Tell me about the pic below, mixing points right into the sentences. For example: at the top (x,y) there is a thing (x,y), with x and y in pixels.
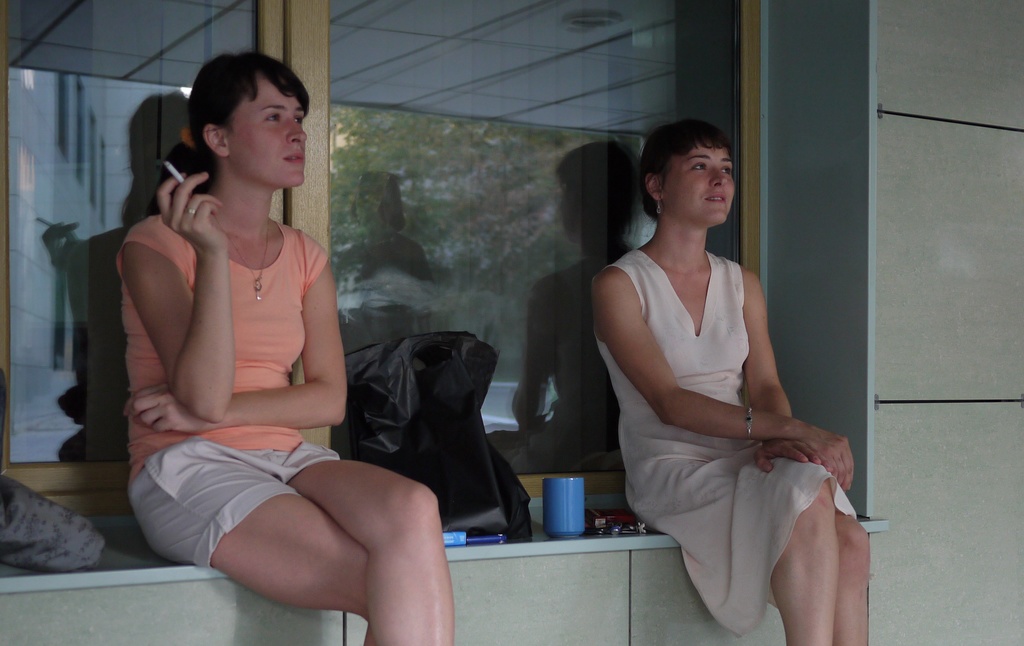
In this image I can see two women (403,563) are sitting on the window (560,541). I can see a cup (570,515), a black colored cover (467,464) and few objects (46,521) beside the person's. I can see the wall (940,252) and the glass window (470,240) on which I can see the reflection (440,240) of few trees (448,246), few buildings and the sky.
